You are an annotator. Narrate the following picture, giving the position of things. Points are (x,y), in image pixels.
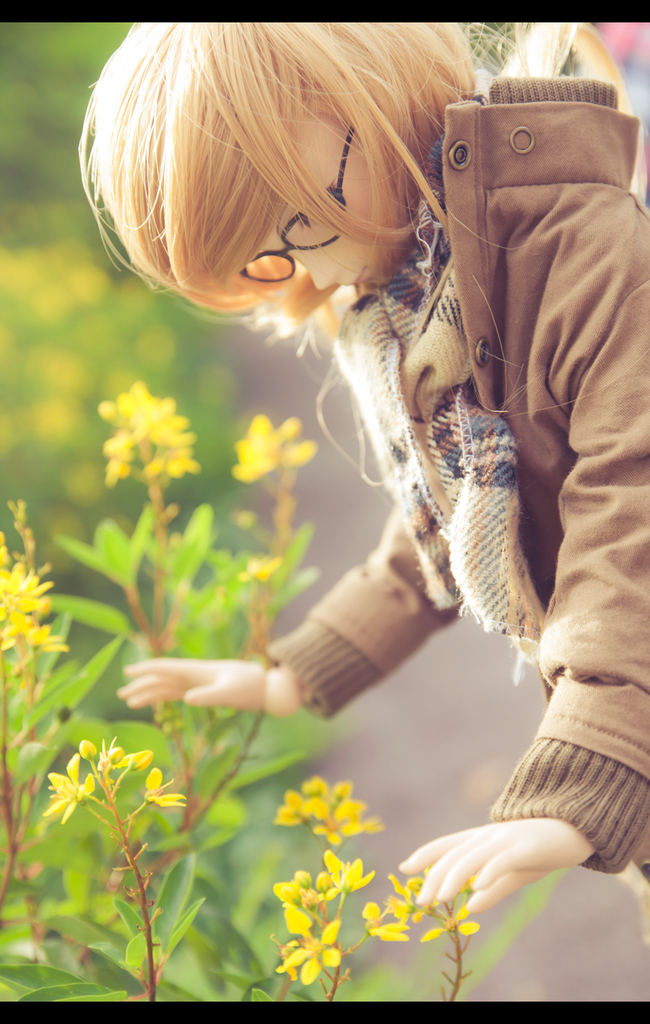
In this picture we can see a doll (471,896), spectacle (340,170), flowers (41,639) and in the background (35,351) we can see plants (130,354) and it is blurry.
